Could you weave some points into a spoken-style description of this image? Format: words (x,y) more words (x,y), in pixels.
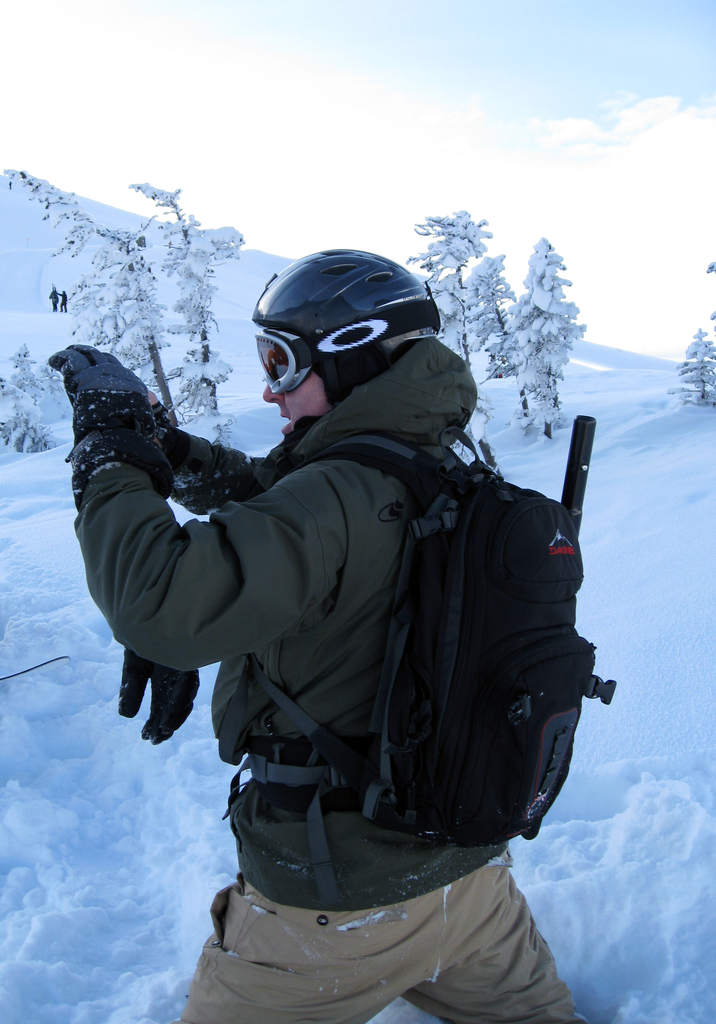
There is a man (219,965) standing in the center (329,388). He is wearing jacket (313,895) and a helmet (431,317) on his head (303,385). We can observe a snow (635,428) in the background (636,434) and a tree (566,280) and a sky (556,147) with clouds (586,153).
